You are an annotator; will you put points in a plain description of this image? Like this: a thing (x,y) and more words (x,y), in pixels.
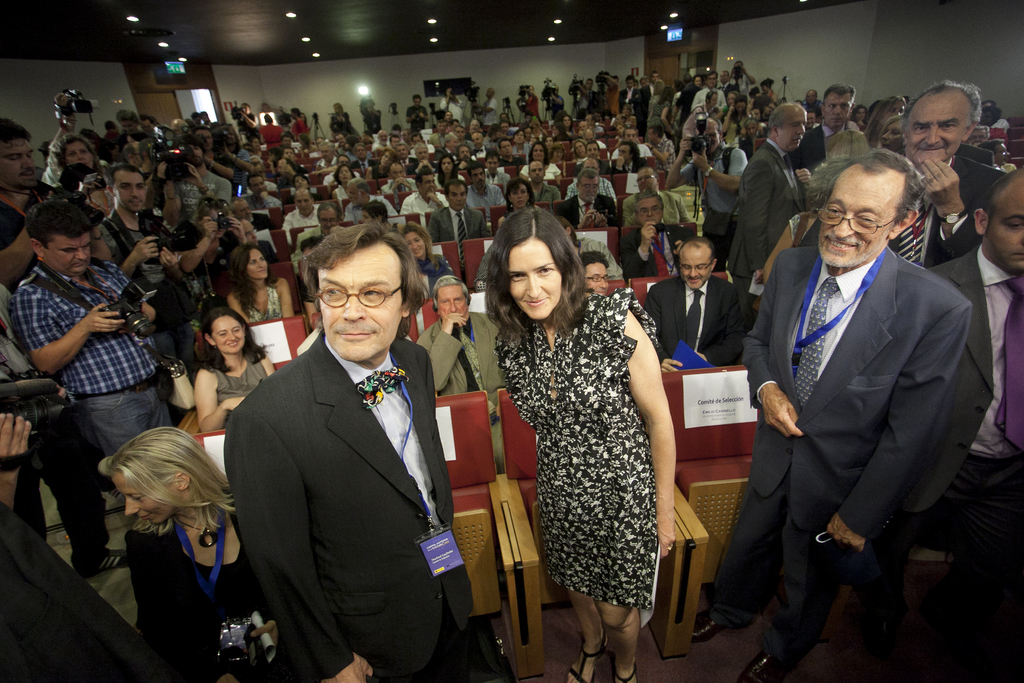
In this image I can see people (464,324) among them some are standing some are sitting on chairs (448,242). I can also see some are holding cameras (70,172) in hands (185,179). In the background (419,77) I can see a wall (382,84) and lights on the ceiling (371,22).
